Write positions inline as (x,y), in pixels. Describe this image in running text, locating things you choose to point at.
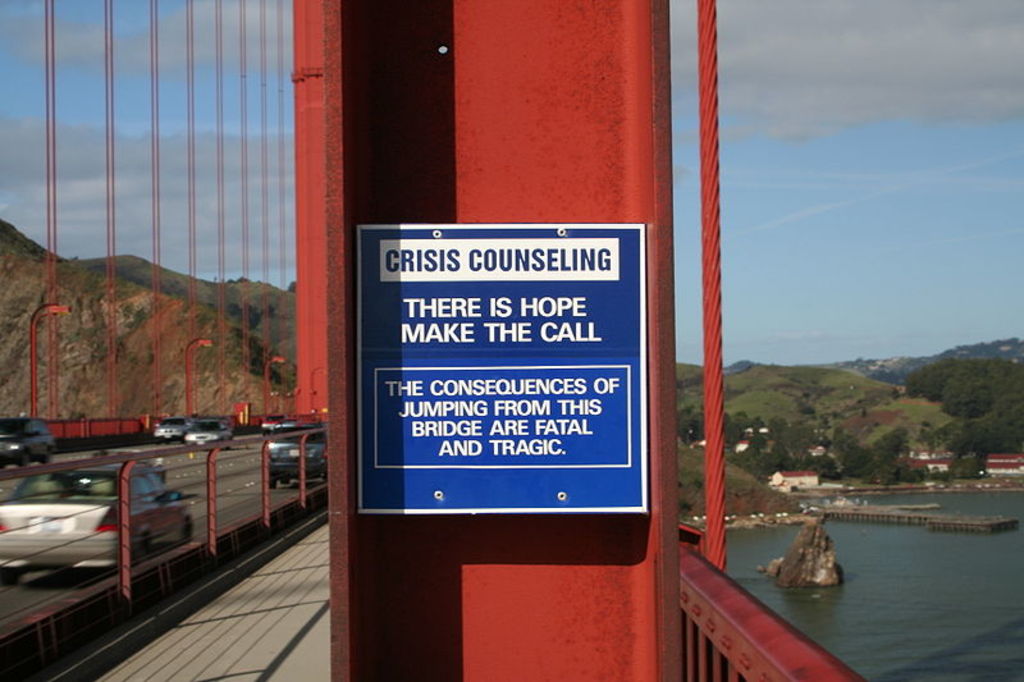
In this picture I can see many cars (103,479) and vehicles (103,494) running on the bridge (315,527). In the center (616,330) I can see the sign boards (516,385) on this red steel pole (567,120). Beside that I can see the steel wire (720,425) and fencing (716,591). In the background (76,327) I can see the mountains (92,304), trees (742,438), plants (776,449) and buildings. In the bottom right corner (1012,664) I can see the river (1018,639). In the top right corner (928,22) I can see the sky (904,108) and clouds (948,111).
